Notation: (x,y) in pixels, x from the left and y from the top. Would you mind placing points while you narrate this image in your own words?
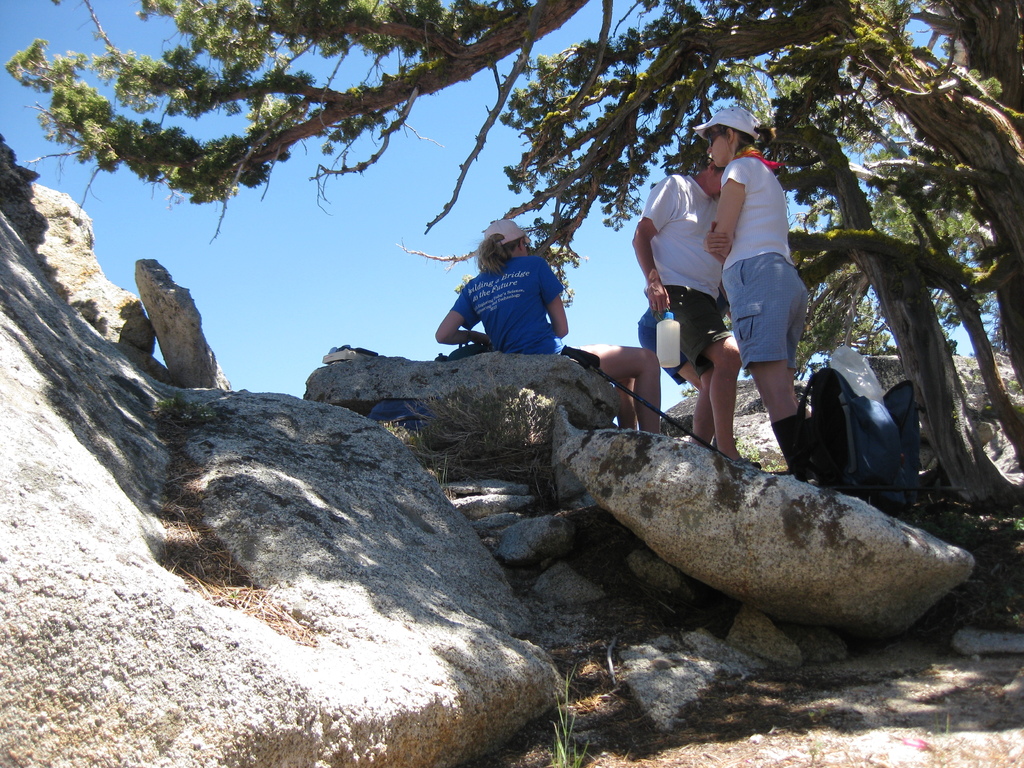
In the image there are few people (679,189) sitting and standing on rock (284,533), on the right side (921,337) there are trees (973,488) and above its sky (323,273).
